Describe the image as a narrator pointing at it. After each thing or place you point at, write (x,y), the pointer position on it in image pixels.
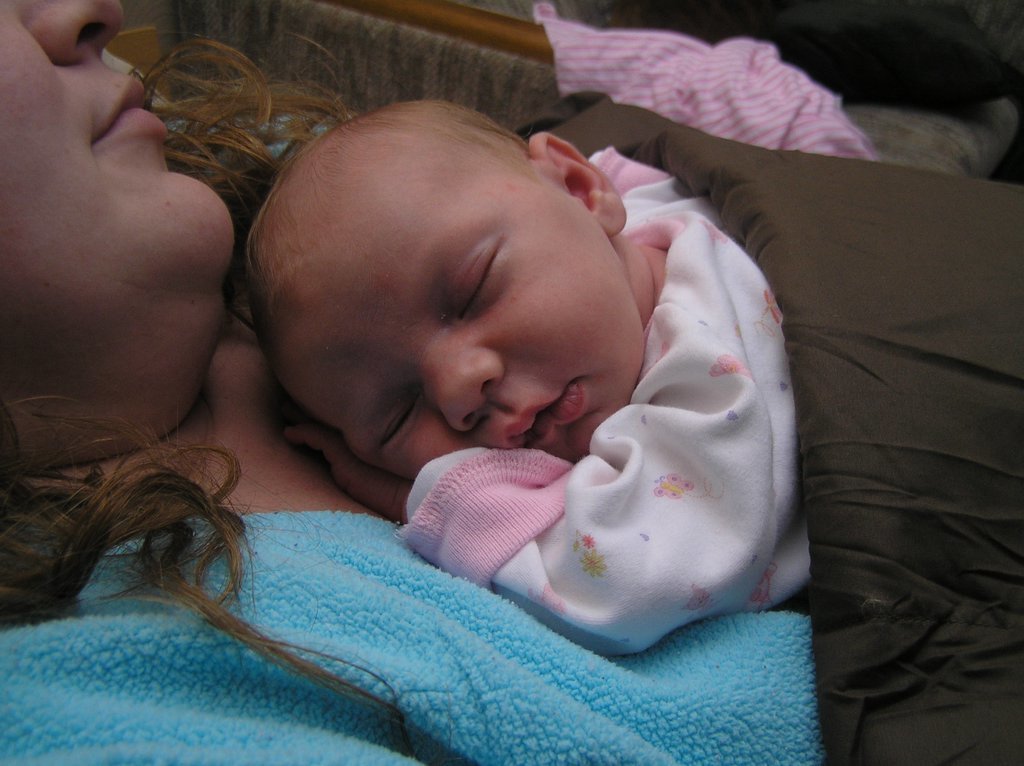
In this image I can see two persons (368,446) and they are sleeping. The person (576,434) at right (750,312) wearing white dress (605,427) and the person (367,643) at left (266,446) wearing blue color dress (375,622). I can also see a brown color blanket (796,315).
